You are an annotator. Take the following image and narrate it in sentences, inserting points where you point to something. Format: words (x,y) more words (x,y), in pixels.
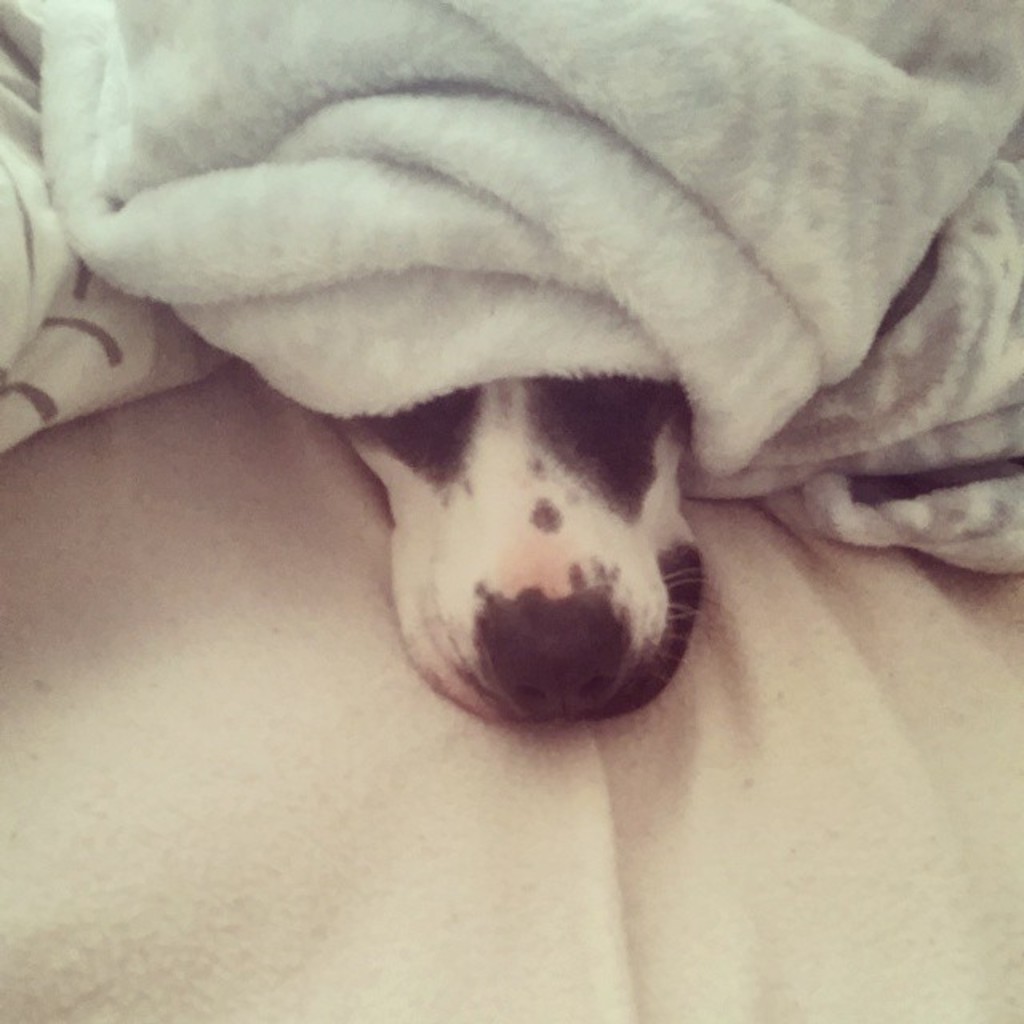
In this image I can see the dog (552,596) in white and black color and the dog (674,452) is on the white color cloth (897,813) and I can see the blanket (487,289) on the dog (615,441).
